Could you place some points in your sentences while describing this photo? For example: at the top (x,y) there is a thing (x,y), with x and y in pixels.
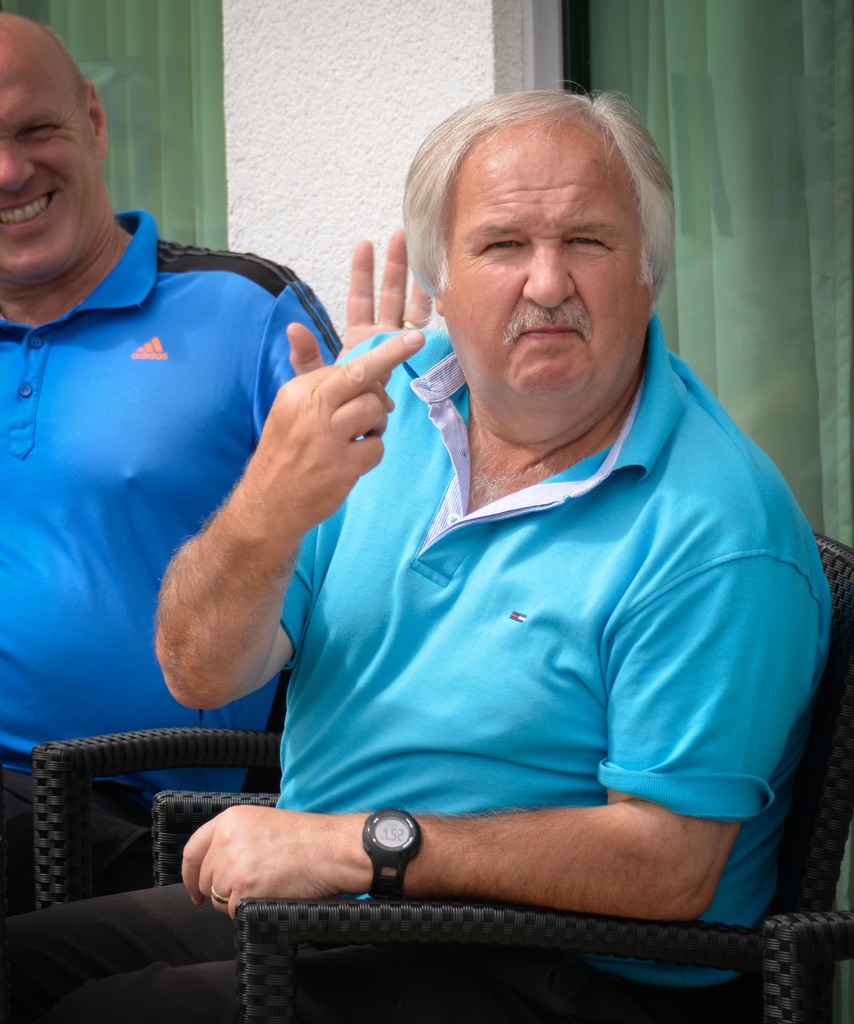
In the image there are two men (316,483), they are posing for the photo. They are sitting on a black chair (55,764). Behind them there are two windows (654,67) and in between the windows (187,35) there is a wall (395,171).
